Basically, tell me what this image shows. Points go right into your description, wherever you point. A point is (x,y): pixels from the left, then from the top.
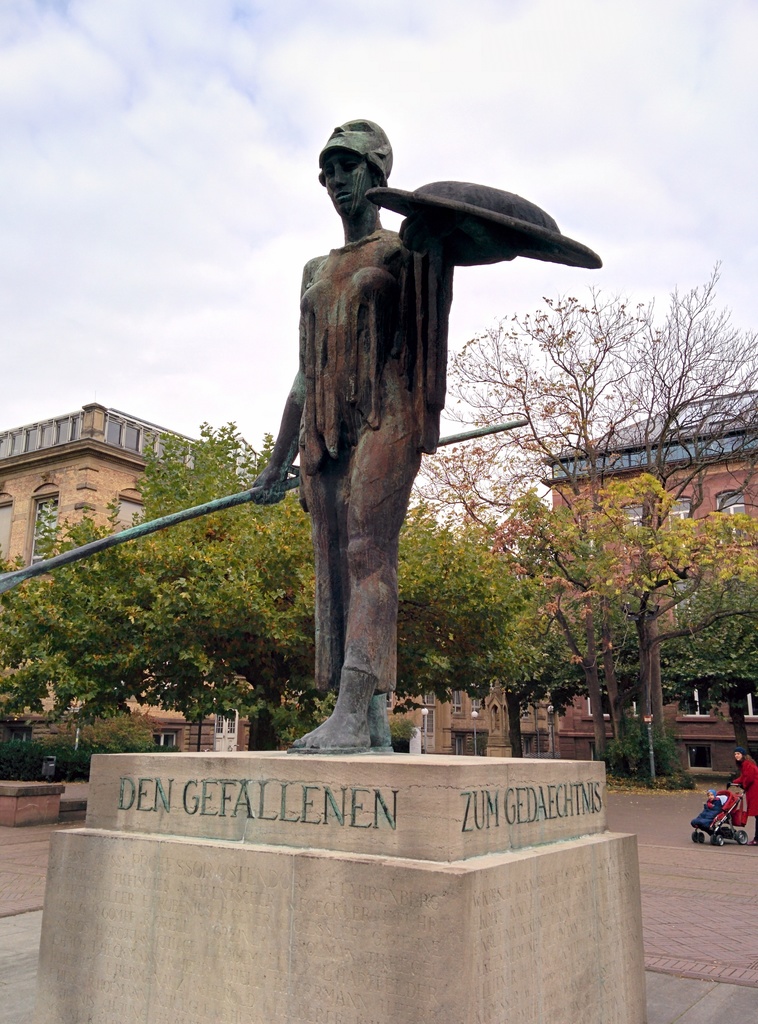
In the middle (345,435) it is a statue (418,390) of a human (438,385) behind it, there are trees (633,592), right side (746,751) a woman (757,769) is walking. She wore a red color dress (746,782).
